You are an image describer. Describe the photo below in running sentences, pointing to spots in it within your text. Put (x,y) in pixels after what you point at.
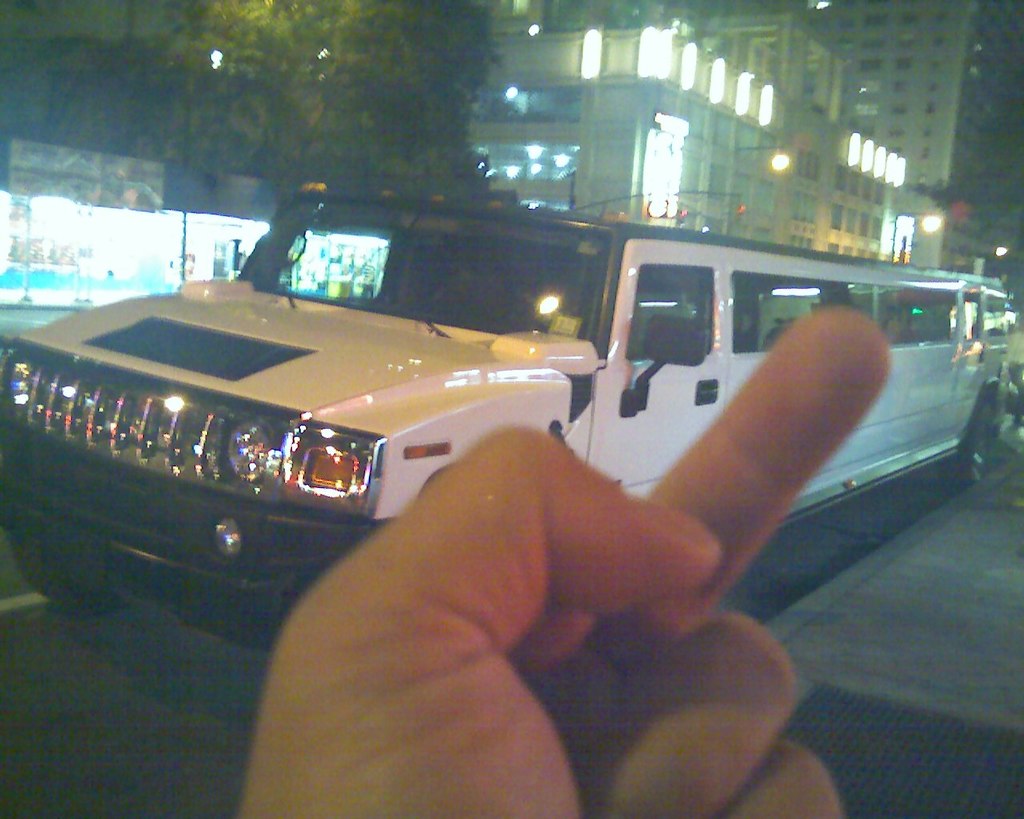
In this image I can see a person's hand (698,492), a car (531,381) which is white and black in color on the road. In the background (44,233) I can see few stores (166,233), few trees (228,162), few buildings (806,60) and few lights (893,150).
